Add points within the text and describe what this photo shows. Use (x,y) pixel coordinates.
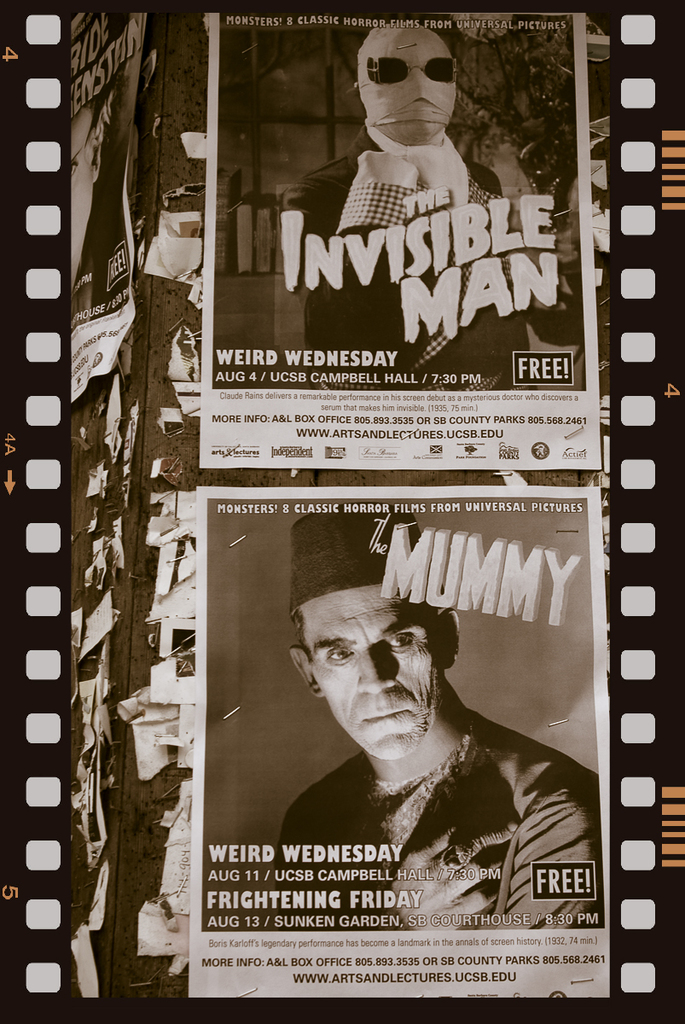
In this image we can see posters (198,603) on the wall (143,835). On the posters (266,125) there are images (374,701) and text (446,602).
